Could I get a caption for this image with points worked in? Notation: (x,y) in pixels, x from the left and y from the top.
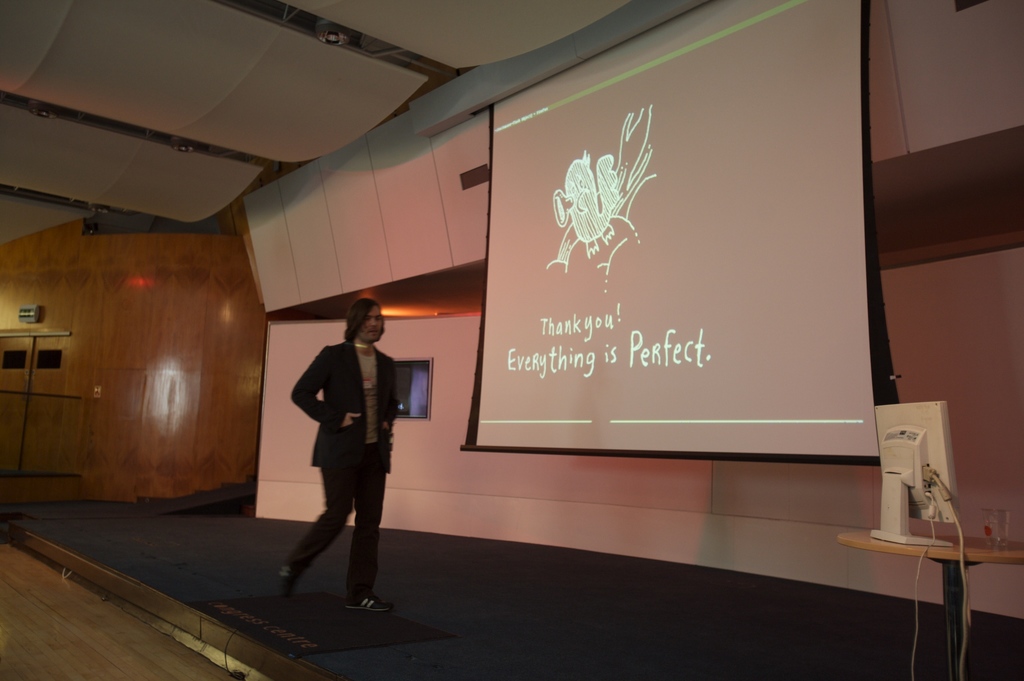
Here is a person (343,467) wearing black color blazer (343,392) walking on to the stage (427,566) and there is a projector (649,45) which is showing some presentation (670,305), here is a monitor (937,512), beside the monitor (944,545) there is a glass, there is a table (929,552) beneath the monitor (903,465), behind the projector (845,247) there is a wall (938,326), in the background (164,390) there is a wooden wall (157,287).
